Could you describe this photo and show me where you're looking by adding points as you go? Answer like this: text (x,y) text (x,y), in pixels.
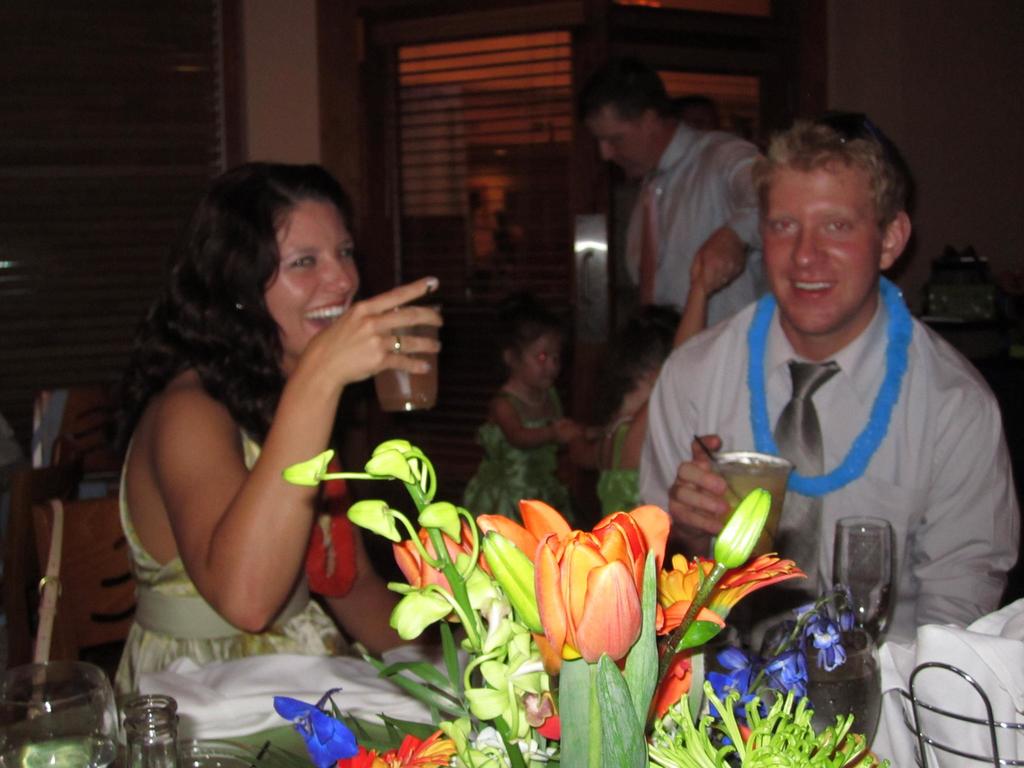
In this image there are two persons (301,388) sitting on the chairs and holding the glasses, there is a flower bouquet (470,602), glasses (86,692), bottle (166,755) on the table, and in the background (542,317) there are group of people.
